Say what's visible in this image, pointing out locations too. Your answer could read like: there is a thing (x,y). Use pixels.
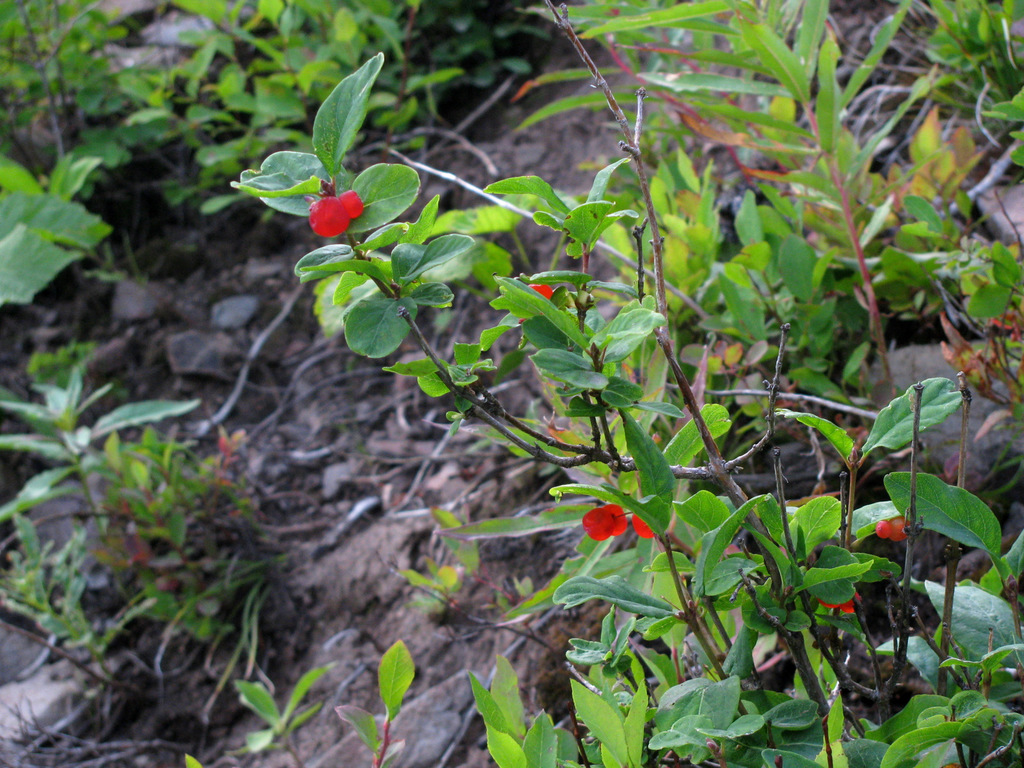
In this image we can see there are berries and plants (440,265) on the surface (326,543).
